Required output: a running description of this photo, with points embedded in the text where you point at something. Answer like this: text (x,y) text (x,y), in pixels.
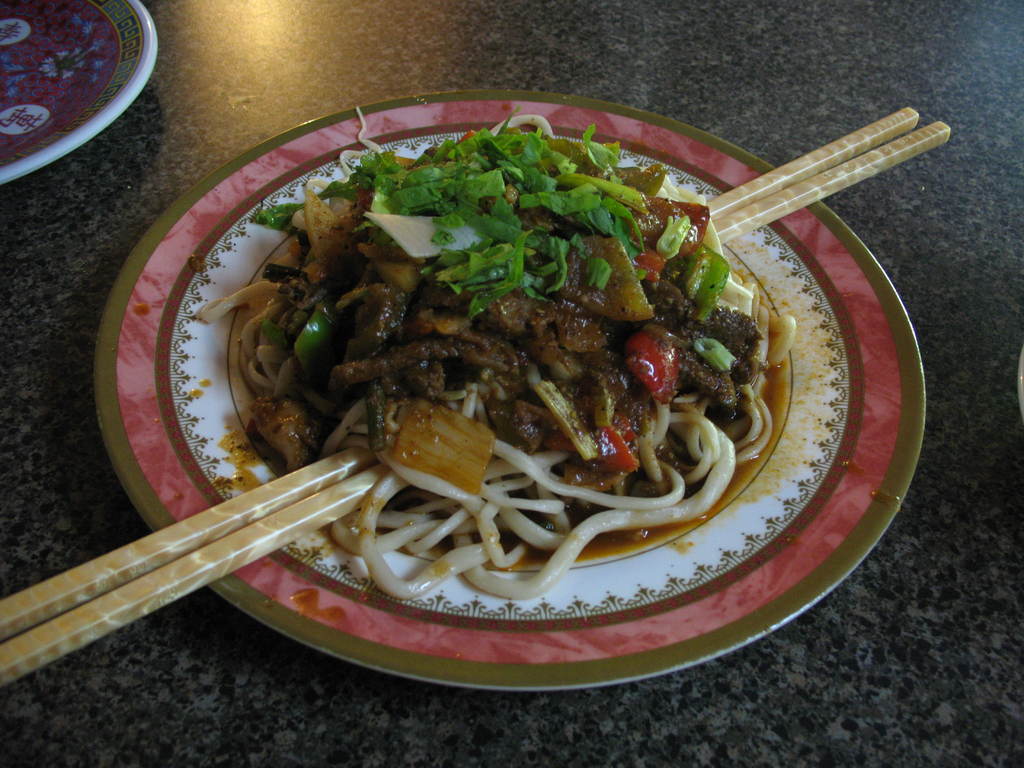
there is a plate (661,571) on which there is a food (702,382) and chopsticks (730,205).
